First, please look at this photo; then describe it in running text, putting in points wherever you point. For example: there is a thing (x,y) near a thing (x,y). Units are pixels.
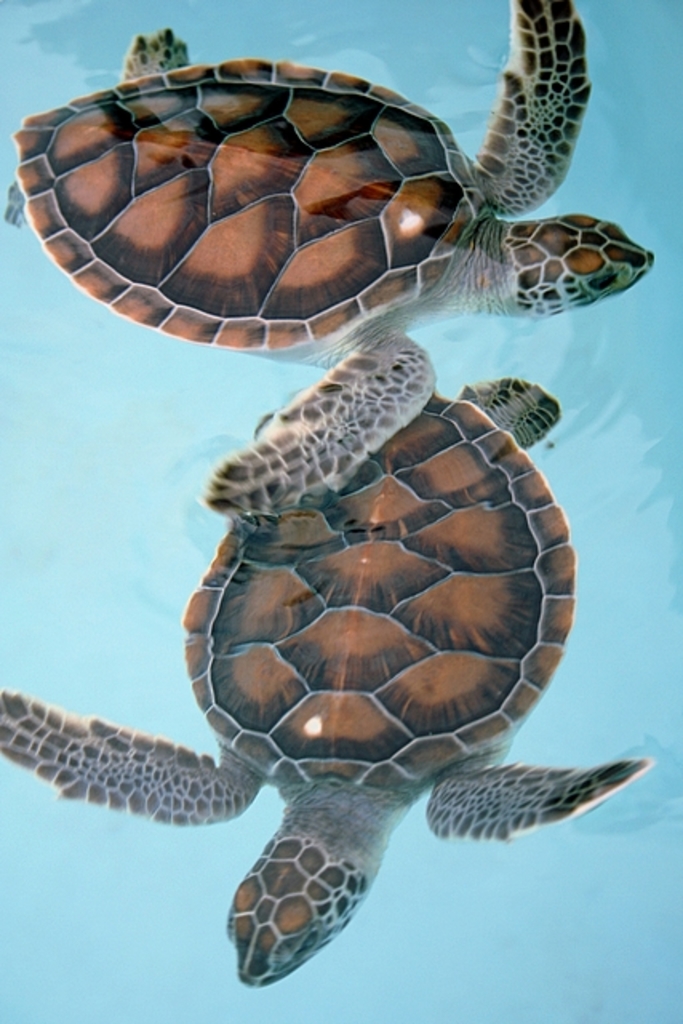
In this image there are two tortoises (266,585) in the water (334,37), the background of the image (551,893) is blue in color.
